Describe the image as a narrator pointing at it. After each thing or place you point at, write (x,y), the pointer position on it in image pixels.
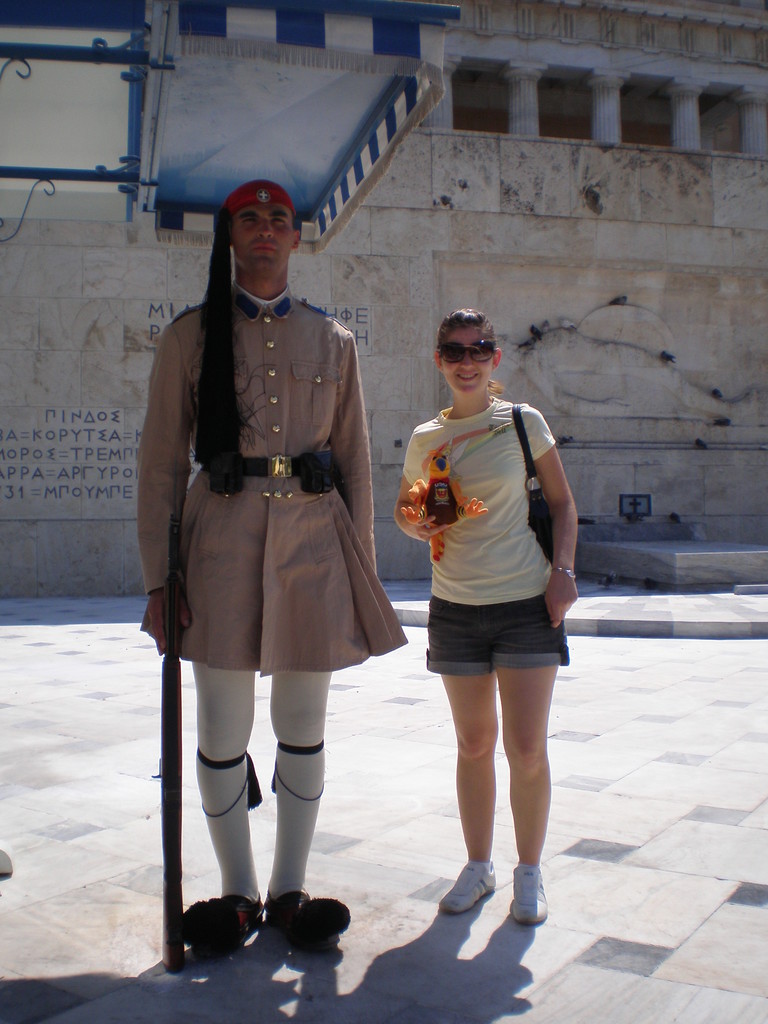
This picture seems to be clicked outside. On the right (514,436) there is a woman (465,398) wearing t-shirt (485,434), sling bag (524,437), goggles (481,355), smiling, holding an object (414,507) and standing on the ground (586,870) and we can see a person (299,309) holding an object (162,819) and standing on the ground (383,950). In the background (522,148) we can see the building (391,270) and we can see the text (51,430) on the wall (32,304) of the building (509,152) and we can see the pillars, metal rods (140,39), cloth (321,95) and some other objects (697,558).
